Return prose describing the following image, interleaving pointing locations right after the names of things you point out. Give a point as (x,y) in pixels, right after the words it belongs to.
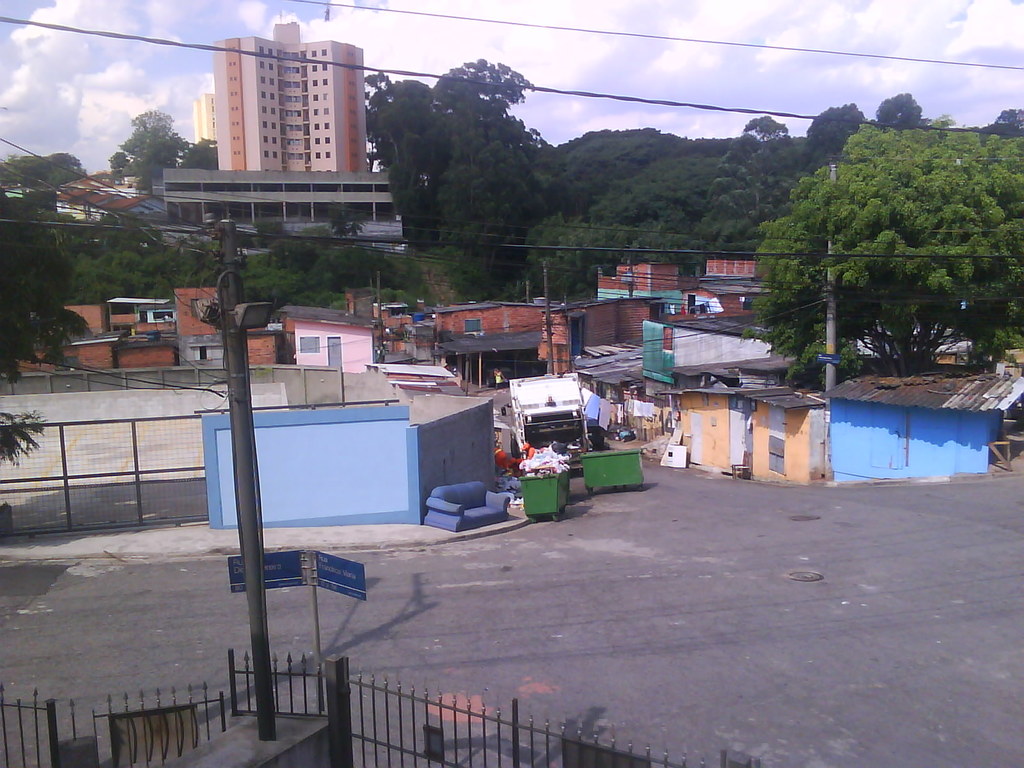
In this image there are buildings (232,139), houses (198,335), trees (429,155), poles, cables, a signboard (285,558), fences (185,447), trash bins (606,483), a vehicle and some clouds (690,38) in the sky (692,57).
